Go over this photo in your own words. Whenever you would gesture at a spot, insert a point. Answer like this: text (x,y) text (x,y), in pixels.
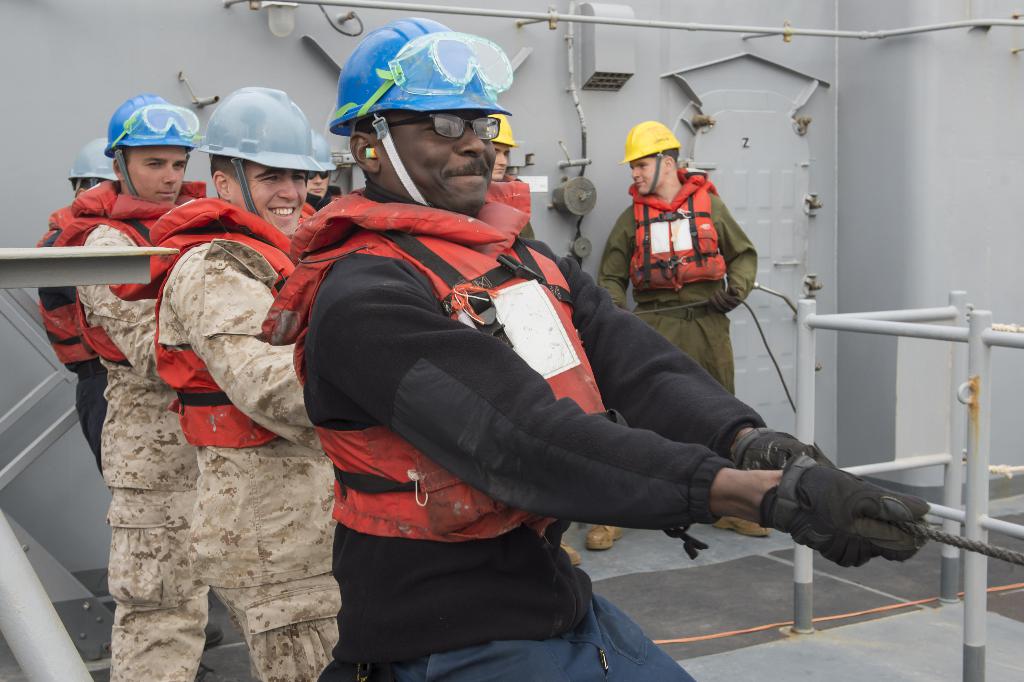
In this image we can see few persons (448,371) and the persons (349,278) are wearing helmets (627,148). In the foreground (375,480) we can see a person (711,520) pulling a rope (944,540). Behind the persons (369,94) we can see a metal wall (852,368). On both sides we can see the metal objects (948,449).
